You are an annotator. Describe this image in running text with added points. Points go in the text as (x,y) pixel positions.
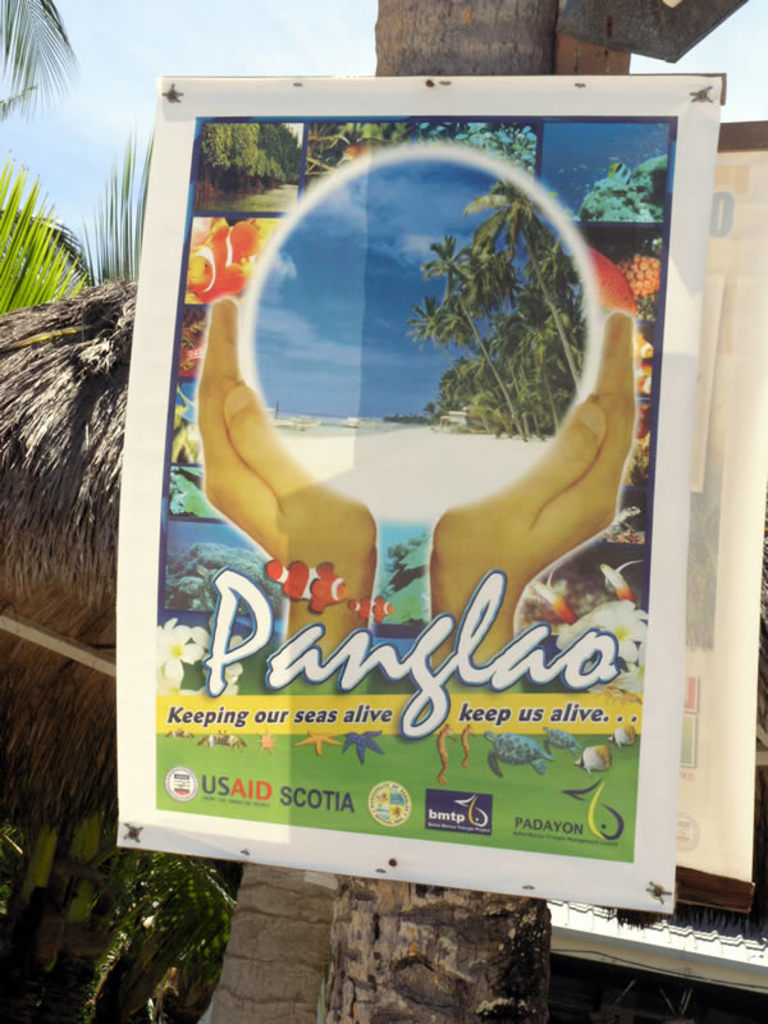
In this image we can see a poster (419,606) on the tree trunk (510,56). In the background of the image (121,33) there is sky (283,43).
